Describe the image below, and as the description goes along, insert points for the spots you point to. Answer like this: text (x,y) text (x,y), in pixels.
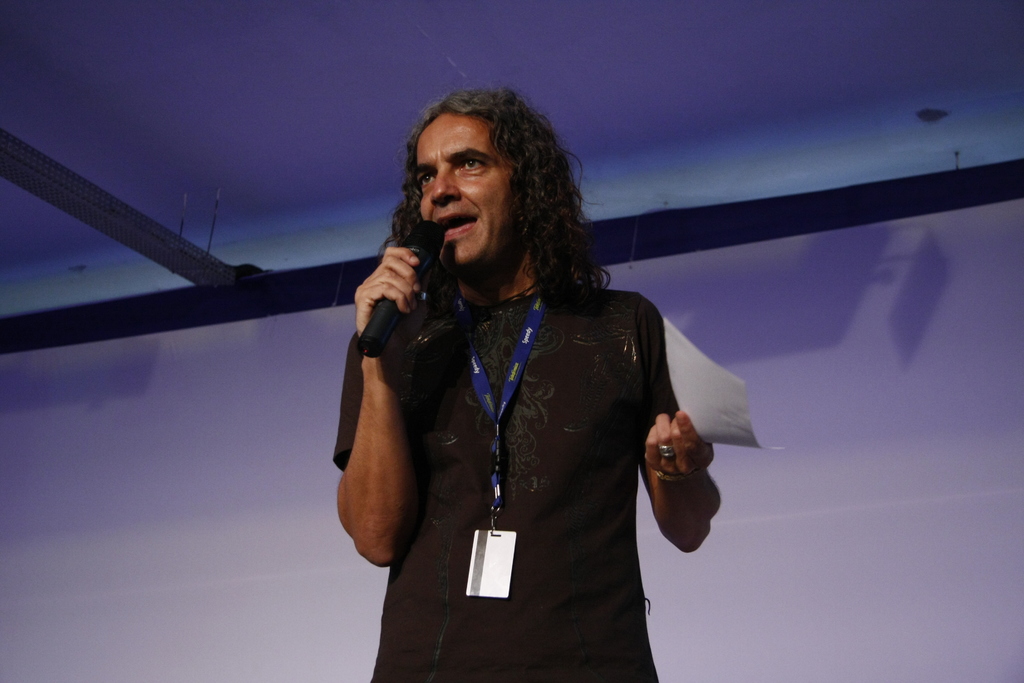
In the given image we can see that, the person (539,435) is standing wearing identity card (511,372) and black color t-shirt (578,354) is holding a paper (692,411) in his hand (685,423), in the other hand (401,292) there is a microphone (416,250).
